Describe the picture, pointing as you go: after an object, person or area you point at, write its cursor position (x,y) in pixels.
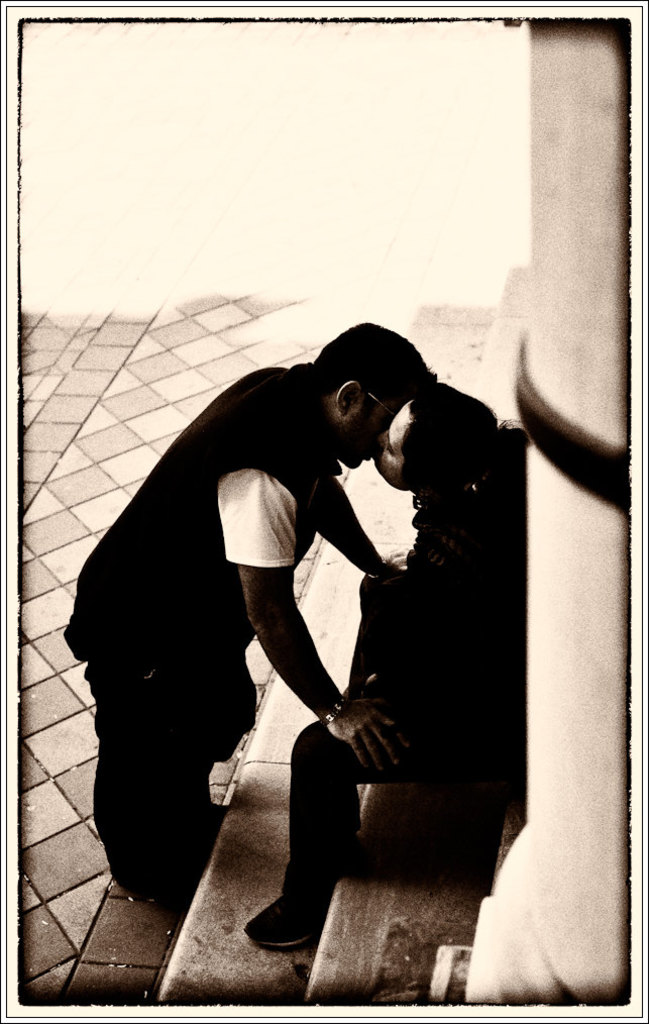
In this picture there is a girl (495,544) who is sitting on the right side of the image (469,621) and there is a boy (362,355) who is kneeling on the left side of the image (84,628), he is kissing the girl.
